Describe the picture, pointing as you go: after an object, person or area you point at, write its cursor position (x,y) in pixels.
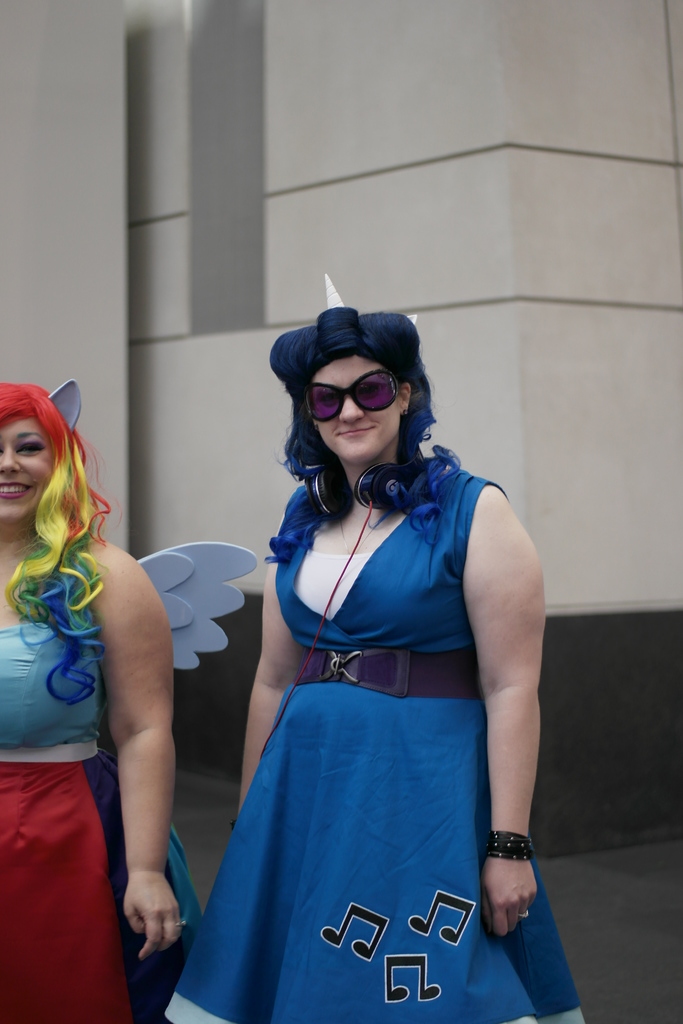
In this image we can see two ladies (267,644). One lady (306,530) is wearing goggles (355,392) and having headphones (313,493) on the neck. In the back (306,162) there is a wall (285,156).
